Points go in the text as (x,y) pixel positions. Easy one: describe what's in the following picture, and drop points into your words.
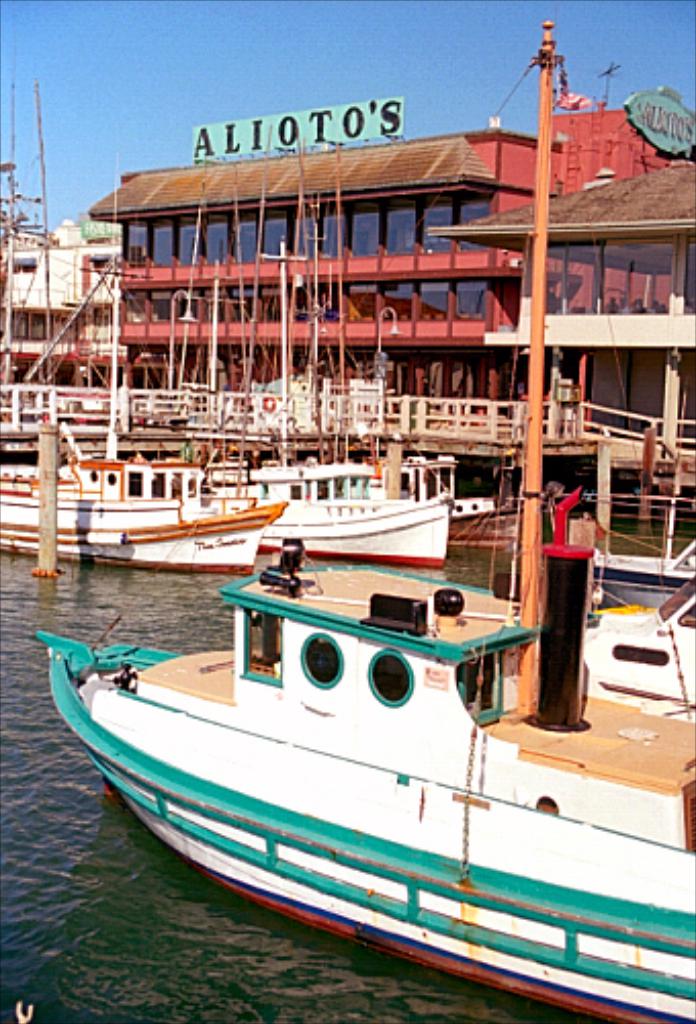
In this picture there are few boats (248,545) on the water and there are buildings (441,299) in the background (441,291).
